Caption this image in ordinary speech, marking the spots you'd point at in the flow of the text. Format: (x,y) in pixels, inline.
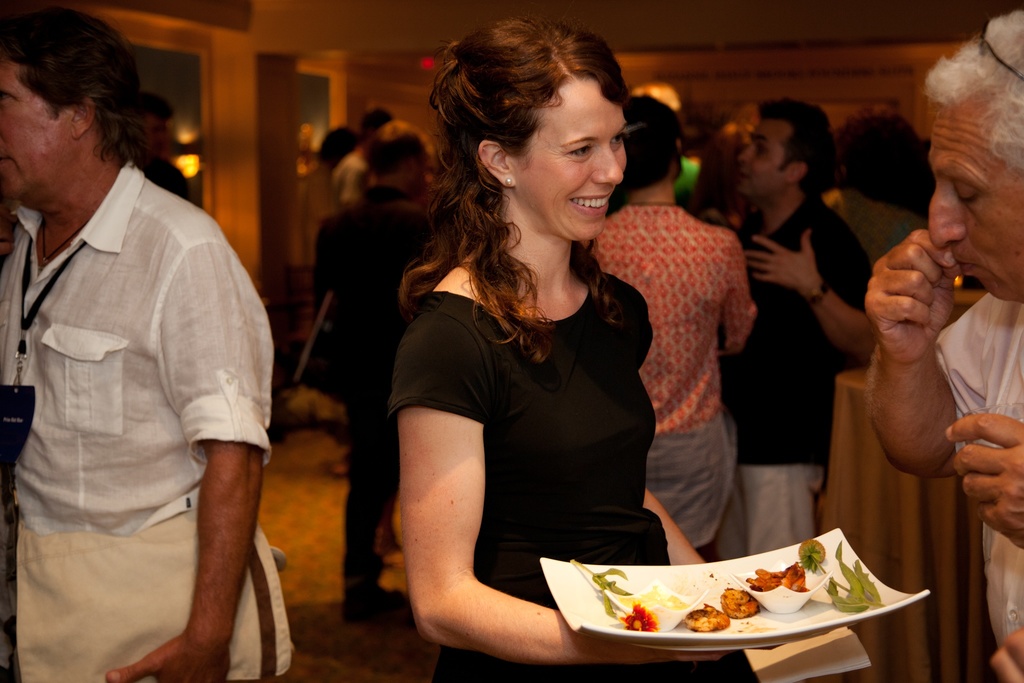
In this image I can see there are groups of people (455,282) standing inside the house (199,189). And there are chairs (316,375), Window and table (903,474). On the table (903,474) there is a cloth (838,416). And the person (464,438) holding a paper (825,640) and plate (711,602). On the plate (795,624) there is a bowl (746,584) and some food items (746,603) and there are some leaves (595,575).
